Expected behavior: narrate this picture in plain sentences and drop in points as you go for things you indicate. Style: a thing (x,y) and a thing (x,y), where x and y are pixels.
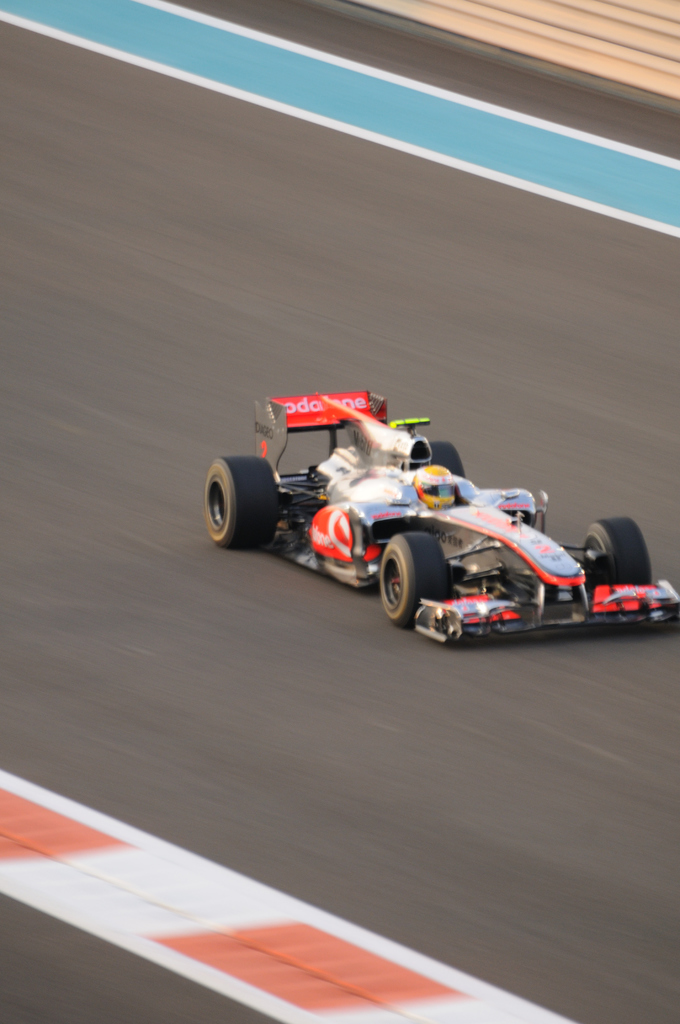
In the middle (238,578) I can see a person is driving a sports car (277,398) on the road (357,667). This image is taken may be on the ground (409,198) during a day.
